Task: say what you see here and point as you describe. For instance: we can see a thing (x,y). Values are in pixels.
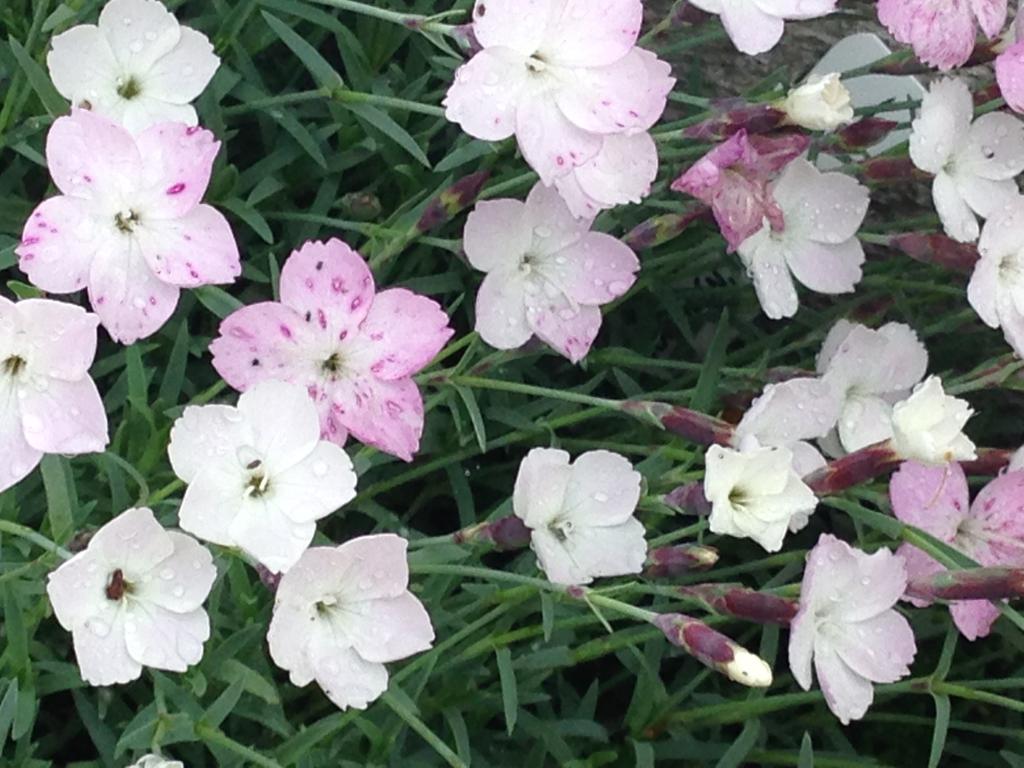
This image is taken outdoors. At the bottom of the image (577,698) there is grass (245,273) with beautiful flowers (291,472) on the ground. Those flowers (55,389) are pink in color.
